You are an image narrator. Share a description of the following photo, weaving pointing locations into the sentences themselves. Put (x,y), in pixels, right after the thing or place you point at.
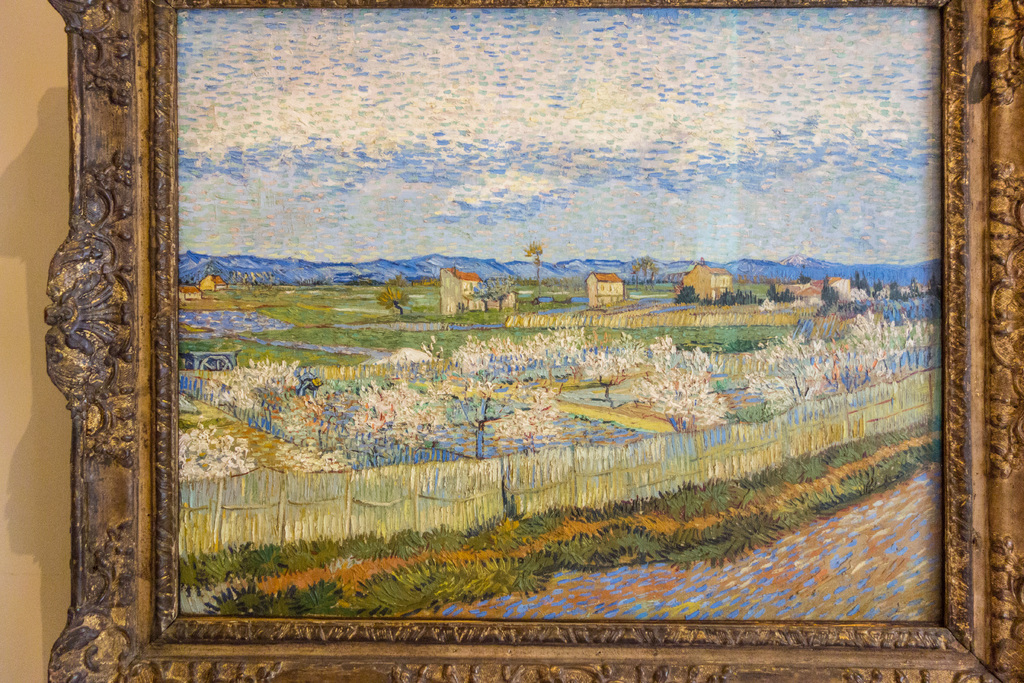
In this image we can see a wall painting (247,187) placed on the wall (29,330).
